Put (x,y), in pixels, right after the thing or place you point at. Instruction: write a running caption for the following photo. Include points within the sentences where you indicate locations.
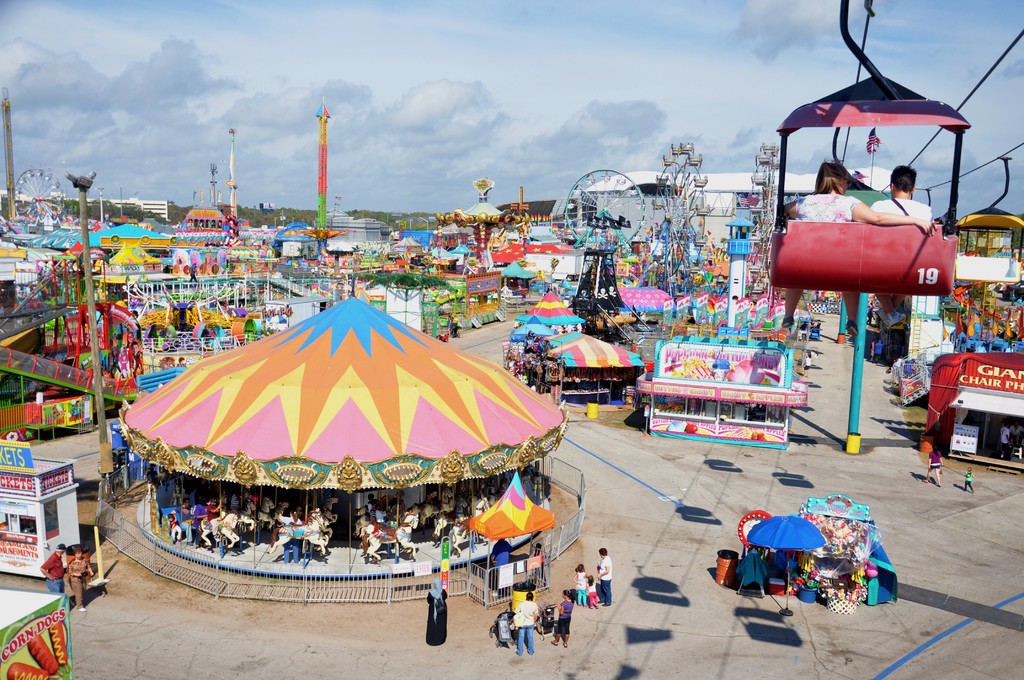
It is a picture of a exhibition (319,273). In this picture we can see rides (769,214), poles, stalls (687,420), boards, people (611,582), railings (395,585) and things (719,300). At the top of the image (756,96) there is a cloudy sky (479,88).
